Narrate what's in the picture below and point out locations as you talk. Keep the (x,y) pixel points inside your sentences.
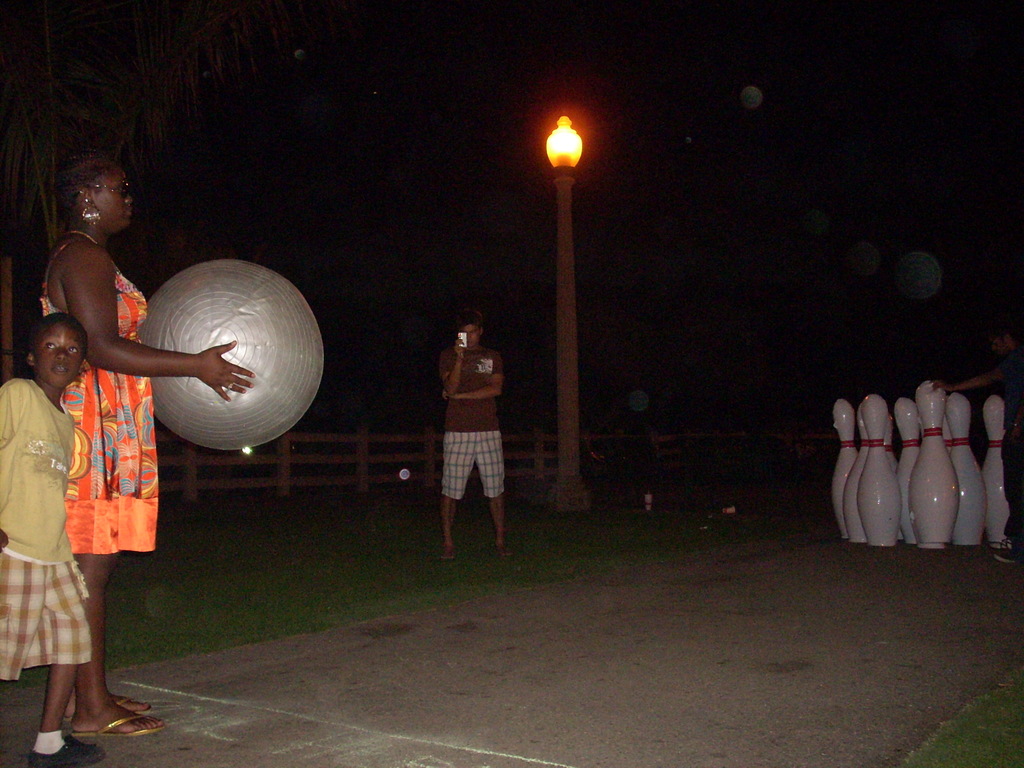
There is a woman (141,370) holding a big ball (209,345). Near to her there is a boy (61,456). In the back (451,441) there is a person (469,442). On the right side (952,443) there are some white color objects (912,455). Also there is a light pole (565,372) in the back (563,429). And there is a railing (282,470) in the background (361,457).
